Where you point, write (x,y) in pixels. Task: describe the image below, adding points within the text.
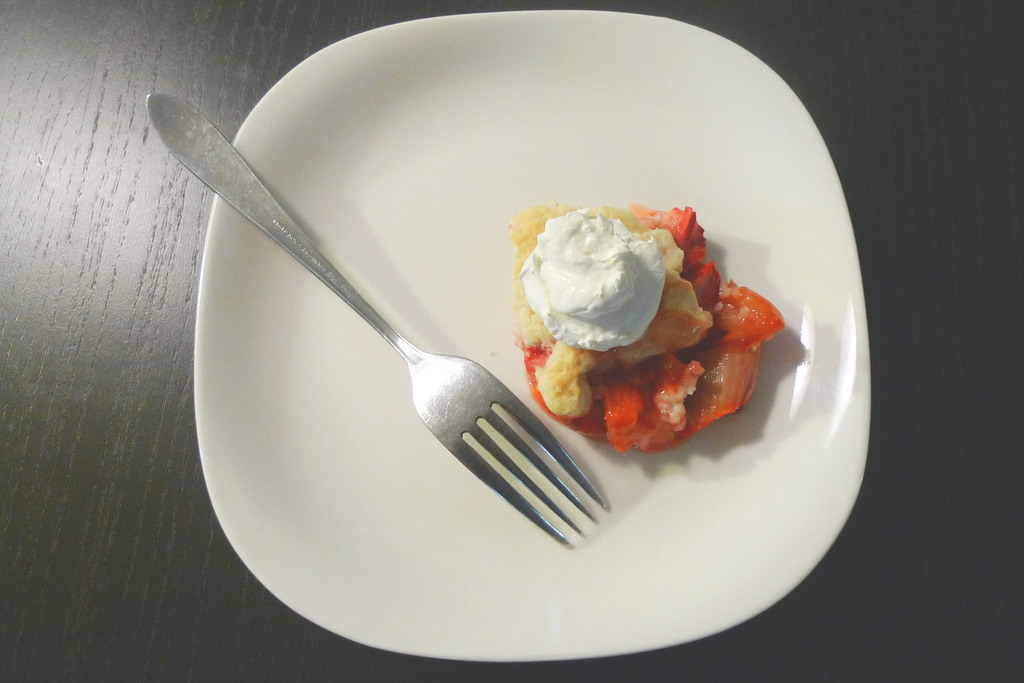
In this image we can see plate (453,148) on a wooden surface (172,196). On the plate (378,412) there is a fork (406,356) and food item (642,355).
